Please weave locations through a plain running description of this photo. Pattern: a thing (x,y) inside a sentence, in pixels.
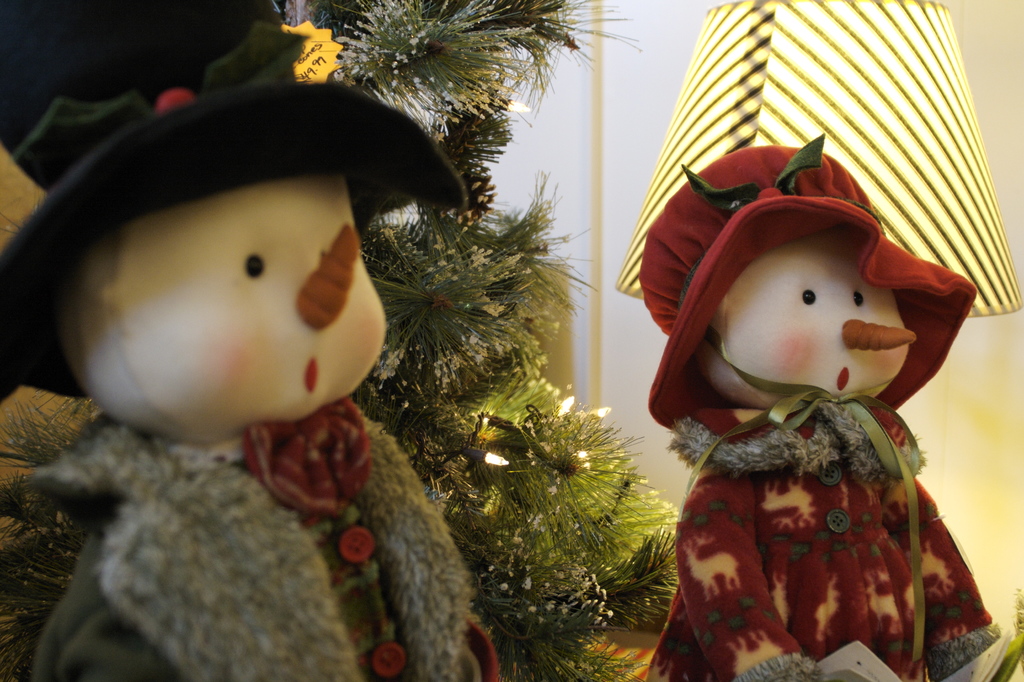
In this image there are toys (862,611) wearing caps (77,239). Right side (846,128) there is a lamp (850,108). Middle of the image (440,419) there is a Christmas tree (448,503) having lights (484,454) decorated on it. Background there is a wall (1015,354).
